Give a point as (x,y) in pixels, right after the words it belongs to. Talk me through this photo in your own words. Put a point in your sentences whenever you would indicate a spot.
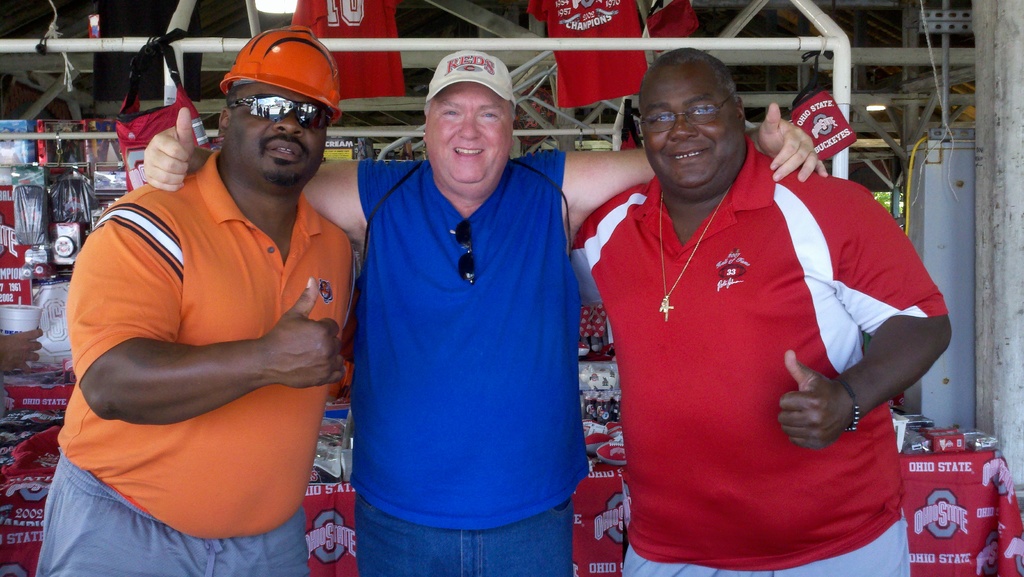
There are three people (445,259) standing. Middle person (477,312) is wearing a cap (455,57). And is having a goggles (468,251) on the dress (482,236). Person (255,273) on the left (247,269) is wearing a helmet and goggles (286,112). In the back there is a table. On the table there are some items (616,403) kept. Also there is a stand (176,54). On the stand (117,134) some items (96,160) are kept. We can see a person's hand (21,350) with a cup (11,321) on the left side (20,344). On the right side (1012,213) we can see a pillar (1005,228).
